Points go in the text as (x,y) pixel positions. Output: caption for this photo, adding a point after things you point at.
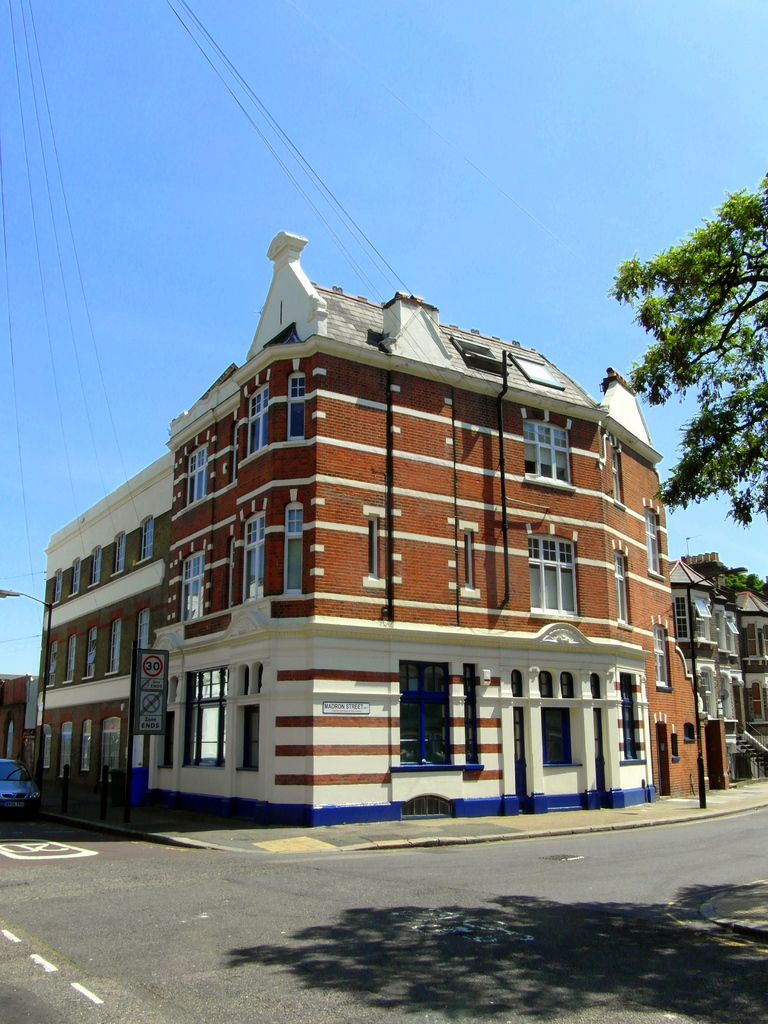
We can see road (324,868) and tree (637,280). In the background (424,569) we can see buildings (102,655), lights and boards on poles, car (9,795), wires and sky (218,181).
